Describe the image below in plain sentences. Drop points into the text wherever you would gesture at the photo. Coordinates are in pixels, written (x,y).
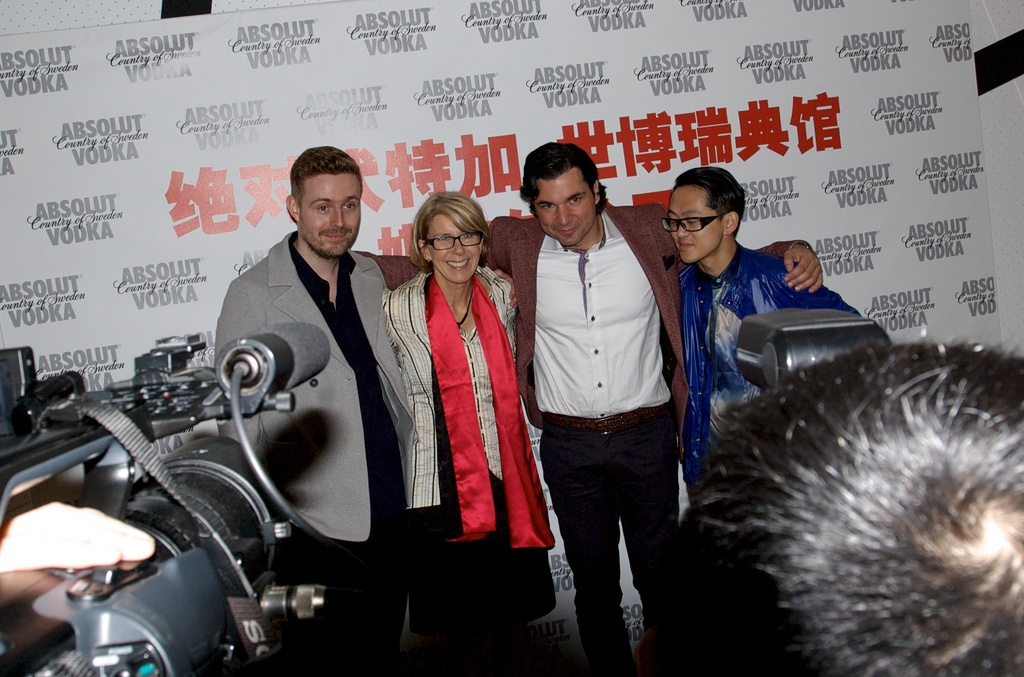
In this image we can see a person's hand (66,524) on a camera (120,511) on the left side (99,519) and on the right side (888,525) we can see a person's head (849,422) and an object (796,354). In the background (444,265) we can see few persons (459,255) and a hoarding (507,9).
